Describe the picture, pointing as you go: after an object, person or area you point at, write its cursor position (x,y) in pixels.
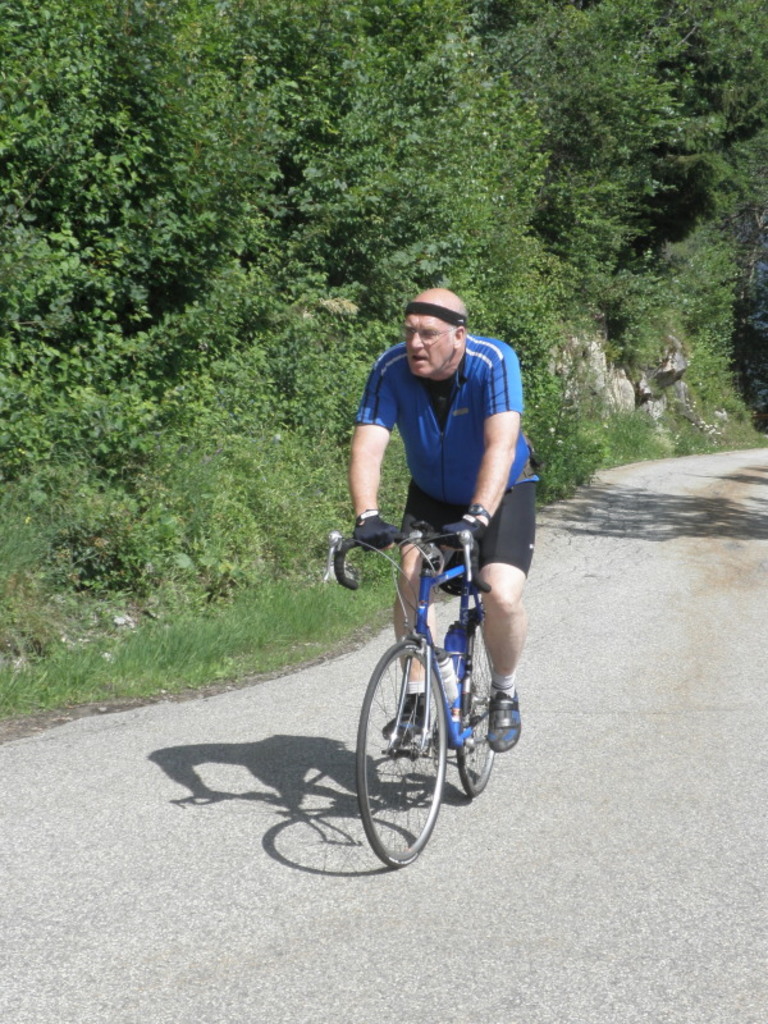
This person (418,579) sitting and riding bicycle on the road (453,888). On the background (520,243) we can see trees (714,34), stones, grass (225,646).
